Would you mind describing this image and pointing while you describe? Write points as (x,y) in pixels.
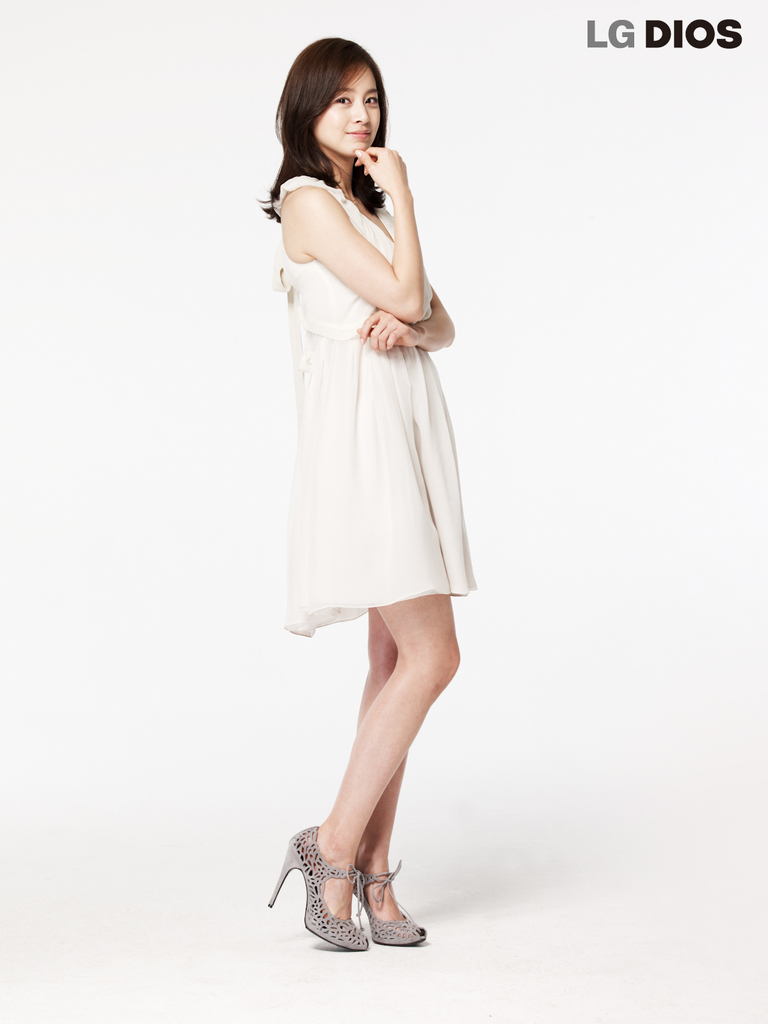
In this image we can see a person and some text (665,36) at the top (685,34).
